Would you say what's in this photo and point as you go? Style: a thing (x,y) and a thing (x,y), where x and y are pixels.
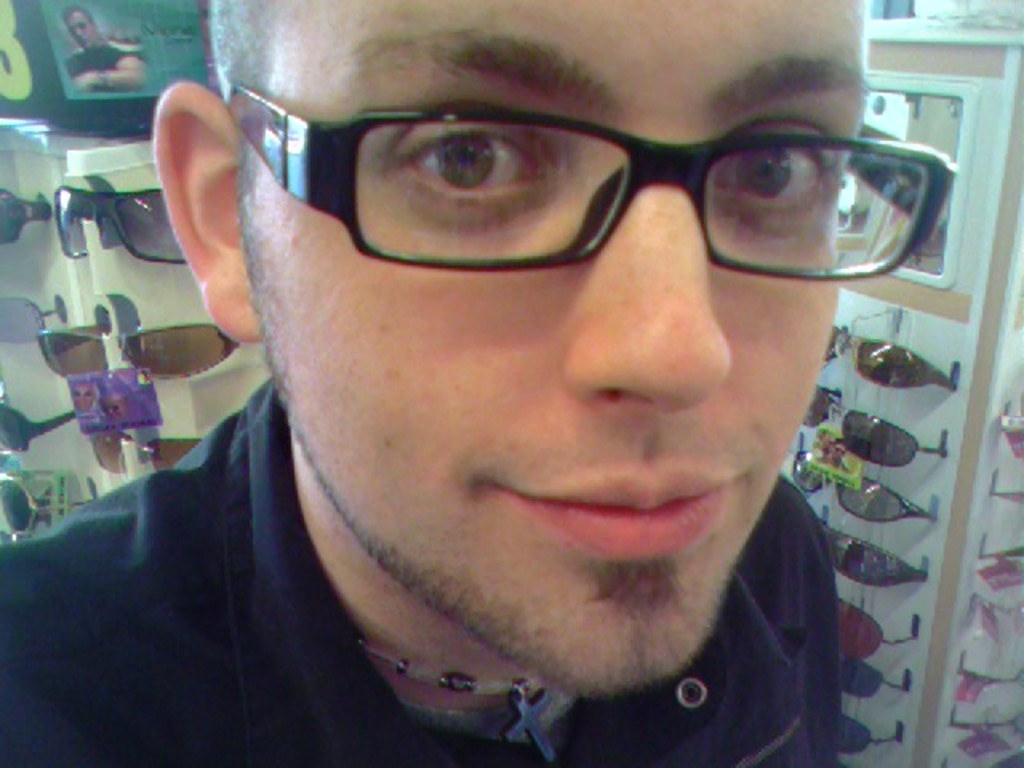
In this picture I can see there is a man (774,314) standing and he is wearing spectacles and in the backdrop (87,341) I can see there are more sun glasses (149,352).
